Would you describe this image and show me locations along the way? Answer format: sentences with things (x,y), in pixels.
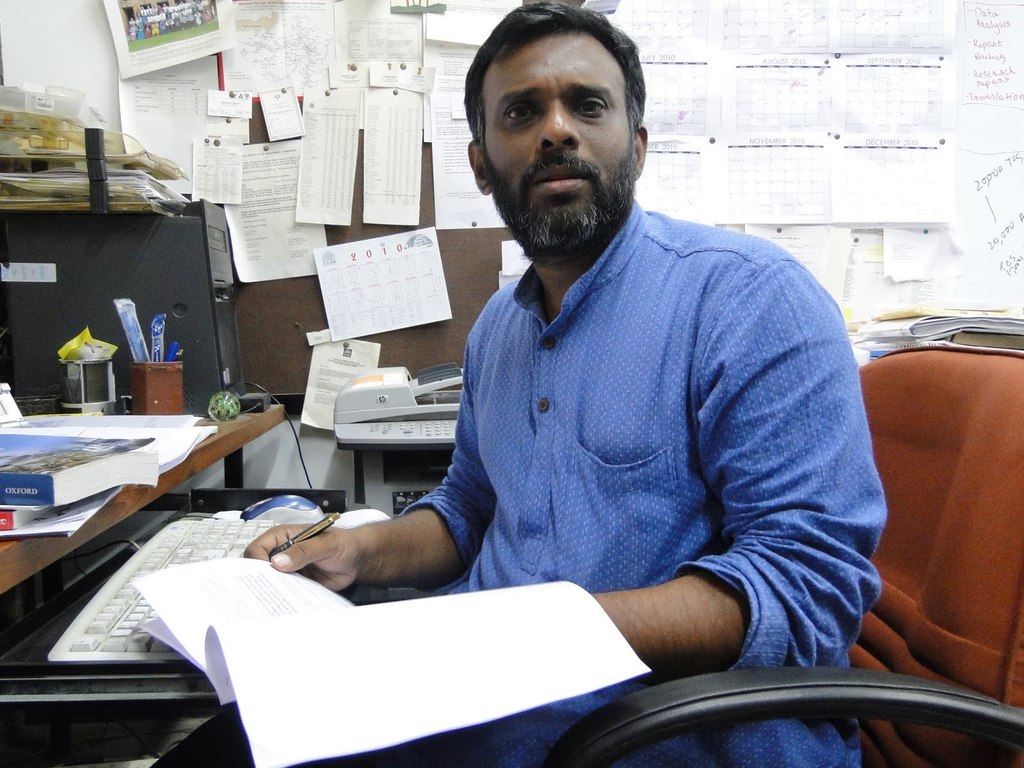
In this picture I can see a man (695,339) in front (704,350) who is sitting on a chair (935,525) and I see that he is holding a pen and few papers (287,623). In front of him I can see a table (173,509), on which there is a keyboard (168,527), a mouse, a CPU (72,313) and few things (14,436). In the background (196,113) I can see the wall (4,61) on which there are number of papers (335,46) and I can see a photograph (138,43). On the right top of this picture (982,148) I see something is written.
